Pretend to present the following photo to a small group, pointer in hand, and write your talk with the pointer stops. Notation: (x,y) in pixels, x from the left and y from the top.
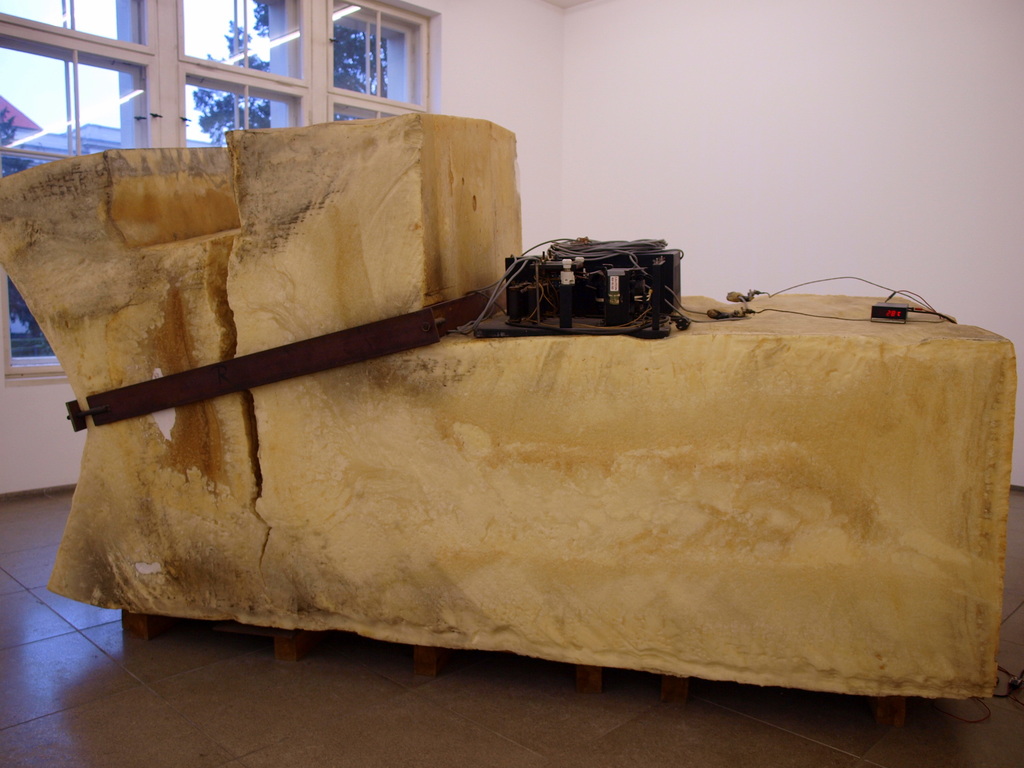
There is a massive object (537,481) kept on the floor (40,549), it is surrounded by an iron rod (441,308) and some equipment (618,282) is placed on the object (762,368). In the background (519,46) there is a wall (461,89) to the left side of the wall (516,64) there is a window (238,12).
